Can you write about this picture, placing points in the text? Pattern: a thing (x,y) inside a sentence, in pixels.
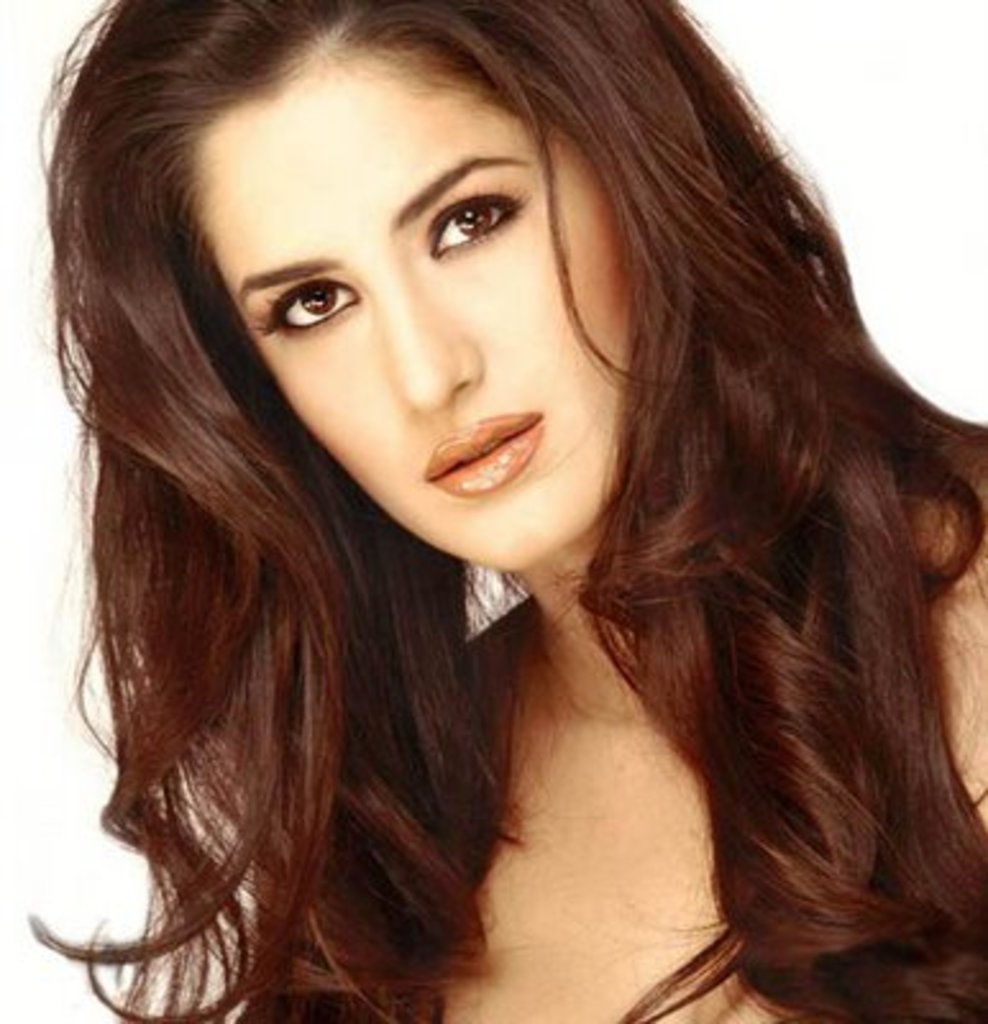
In this picture we can see a woman (588,493) here, we can see a white background (929,147).
